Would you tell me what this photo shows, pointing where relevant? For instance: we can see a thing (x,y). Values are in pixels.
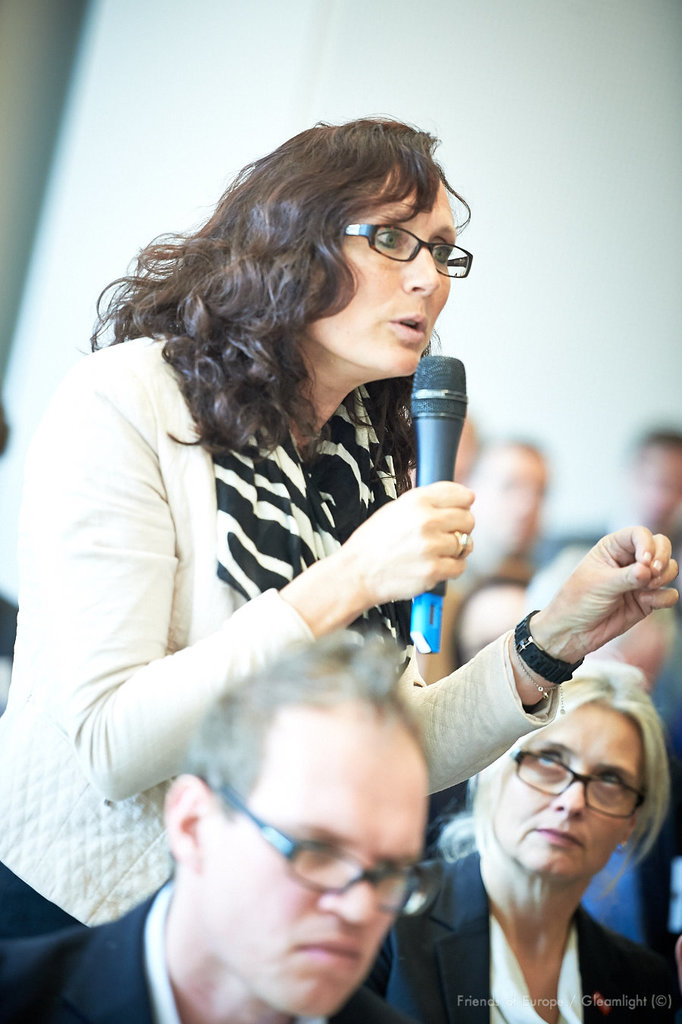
In the image there is a woman (327,219) standing and speaking something, around her there are other people (299,775).
